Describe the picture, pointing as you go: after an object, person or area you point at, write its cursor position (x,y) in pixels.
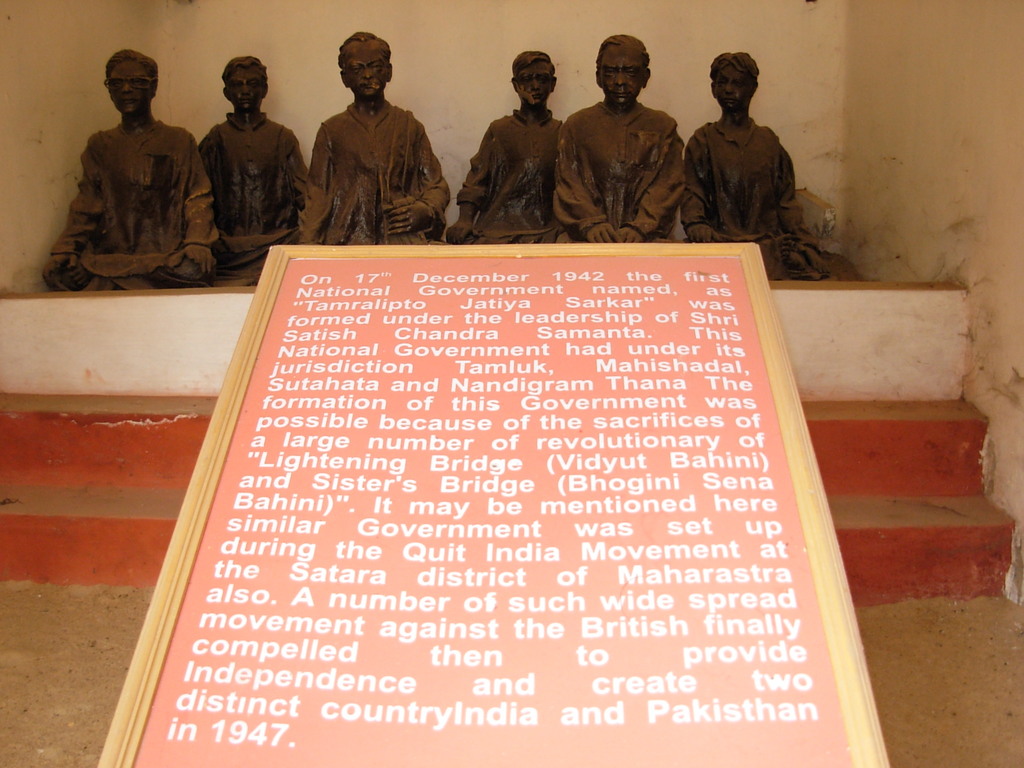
In this image in the front (478,493) there is a board (565,545) with some text (328,439) written on it. In the background (282,126) there are statues (692,184) and in the center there are steps (156,417).
